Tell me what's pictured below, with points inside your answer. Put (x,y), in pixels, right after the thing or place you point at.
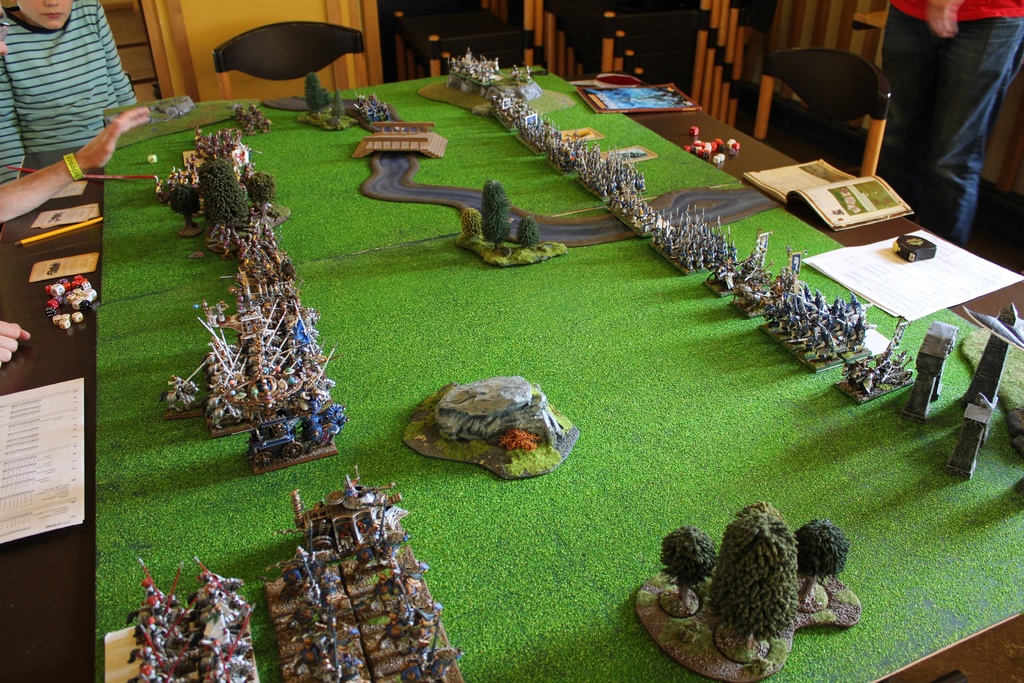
The picture is taken inside a closed room (851,139) where one table (320,417) is present. On that table (349,433) one miniature (407,287) of soldiers (773,305), park (585,313) and trees (483,200) are present and there are books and papers (892,251) on the table (72,200) and at the right corner (921,57) one man (935,131) is standing and at the left corner (19,63) two people (80,131) are sitting.
